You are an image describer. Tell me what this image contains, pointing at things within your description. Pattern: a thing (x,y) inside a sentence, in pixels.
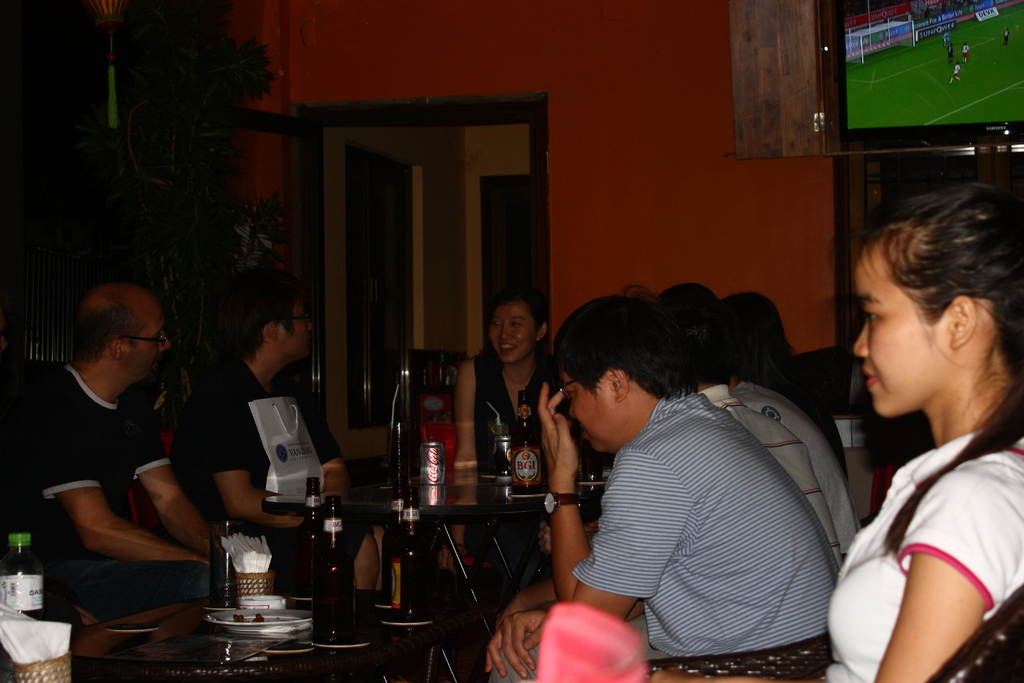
There are many people (967,606) sitting. Person (132,410) in the left (133,388) is wearing a specs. And the man (667,440) in the right (736,421) is wearing a watch (555,502). There are tables (499,493). On the table (440,500) there are bottles (315,558), can (425,453), plates (279,616), tissues (36,636) and many other items (270,607). In the background (647,105) there is a red wall (374,74) with door (405,236). In the right corner (881,100) there is a television (899,81).
